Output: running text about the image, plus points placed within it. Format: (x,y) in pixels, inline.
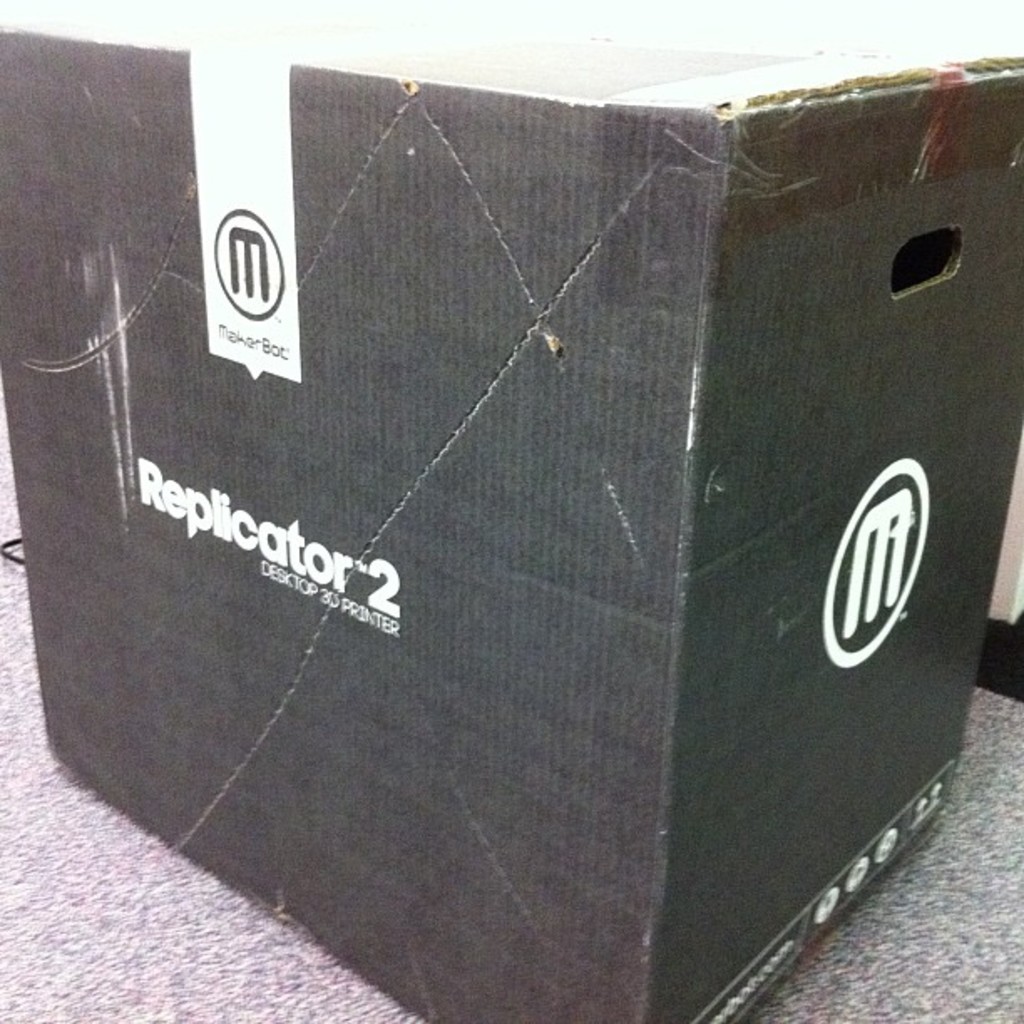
In the center of the image (574,462) we can see a cardboard box (477,643) placed on the floor (362,986).
